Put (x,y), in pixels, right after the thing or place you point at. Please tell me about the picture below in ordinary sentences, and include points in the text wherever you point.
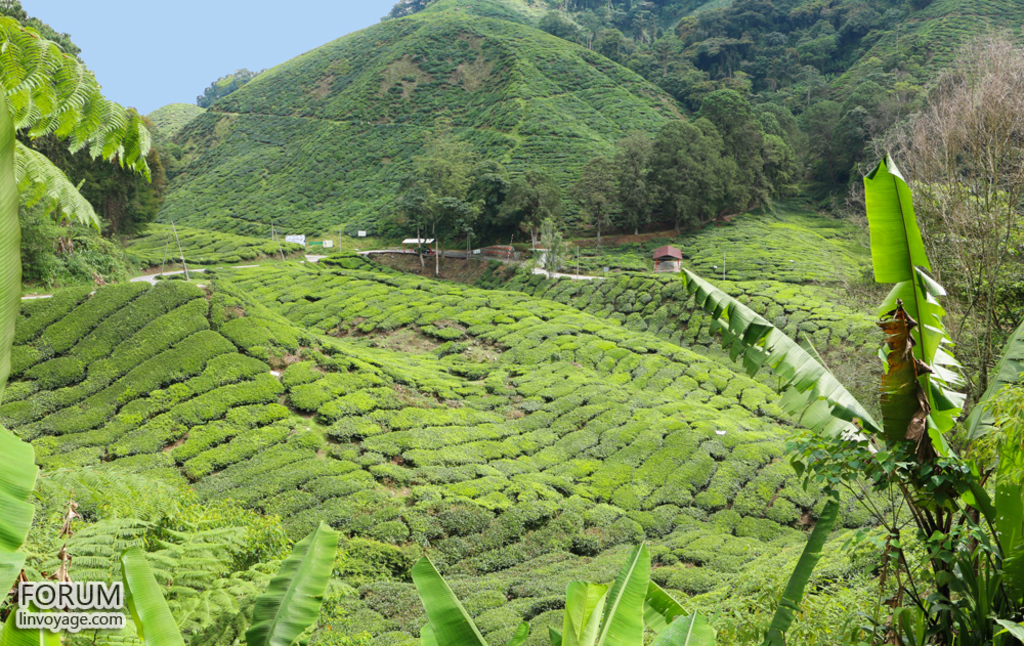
In this picture I can see the hills (558,133) and I see number of trees (1009,414). In the background (201,39) I can see the sky (177,50). On the bottom left corner of this image (71,605) I can see a watermark (50,596).
